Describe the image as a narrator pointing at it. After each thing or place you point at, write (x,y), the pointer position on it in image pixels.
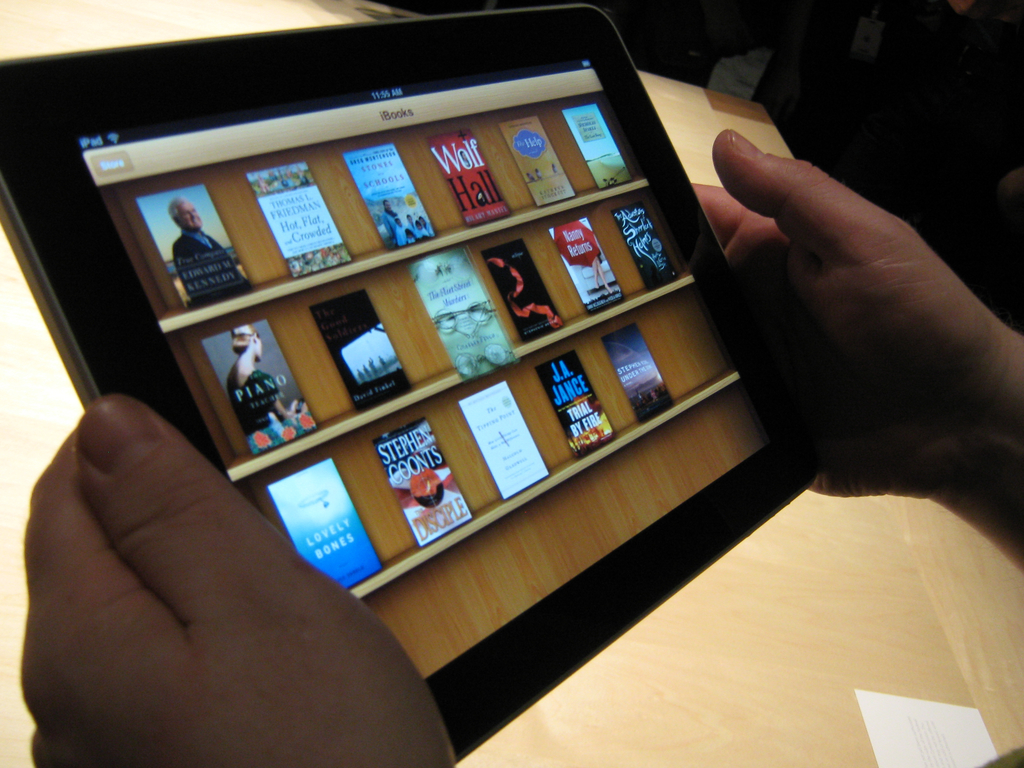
In this image there is one person (351,695) who is holding a tab (435,485), and in the tab (423,225) we could see some persons (375,370) and some books (473,210) and there is a text (358,161). At the bottom (843,557) there is a table (851,543), and in the background (756,72) there are some objects (723,42).
